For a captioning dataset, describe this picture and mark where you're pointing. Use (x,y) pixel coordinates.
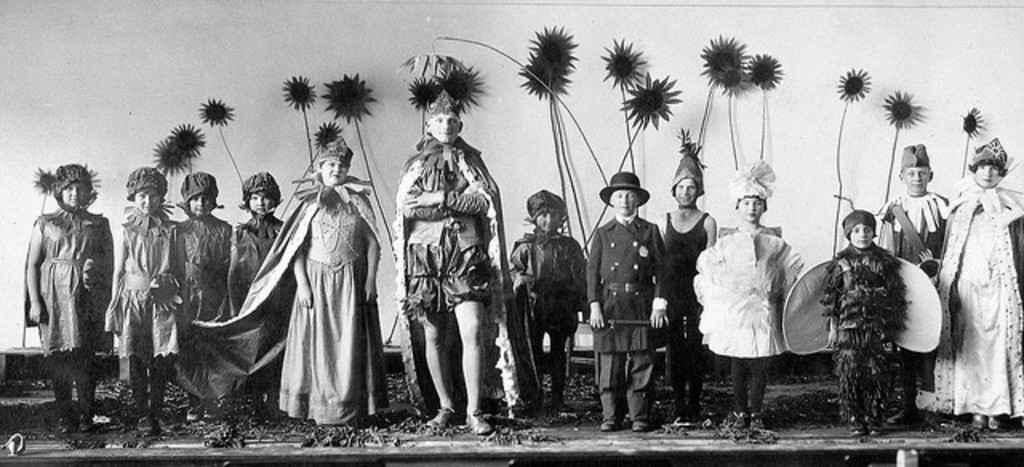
It is a black and white image. In this image we can see the boys (449,244) and also girls (161,243) wearing fancy dresses (527,304) and standing. In the background (229,145) we can see the sunflowers (771,87) with the stems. We can also see the plain wall (805,55).
